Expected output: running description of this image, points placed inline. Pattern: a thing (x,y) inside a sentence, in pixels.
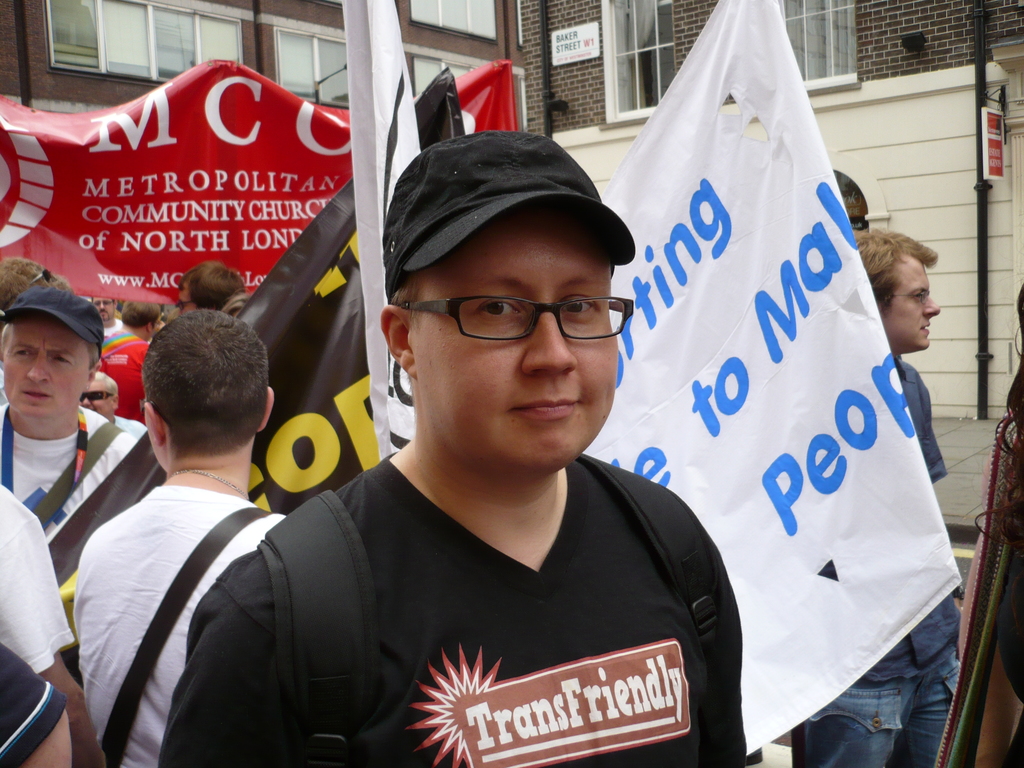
In this picture, in the middle (532,389), we can see a man (569,551) wearing a backpack (674,574). On the right side (854,592), we can see group of people (913,336), hoardings (853,339). On the left side (56,396), we can also see a group of people (255,426). In the background (355,298), we can also see group of people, hoardings (369,250), buildings (491,39), glass windows (808,70).
